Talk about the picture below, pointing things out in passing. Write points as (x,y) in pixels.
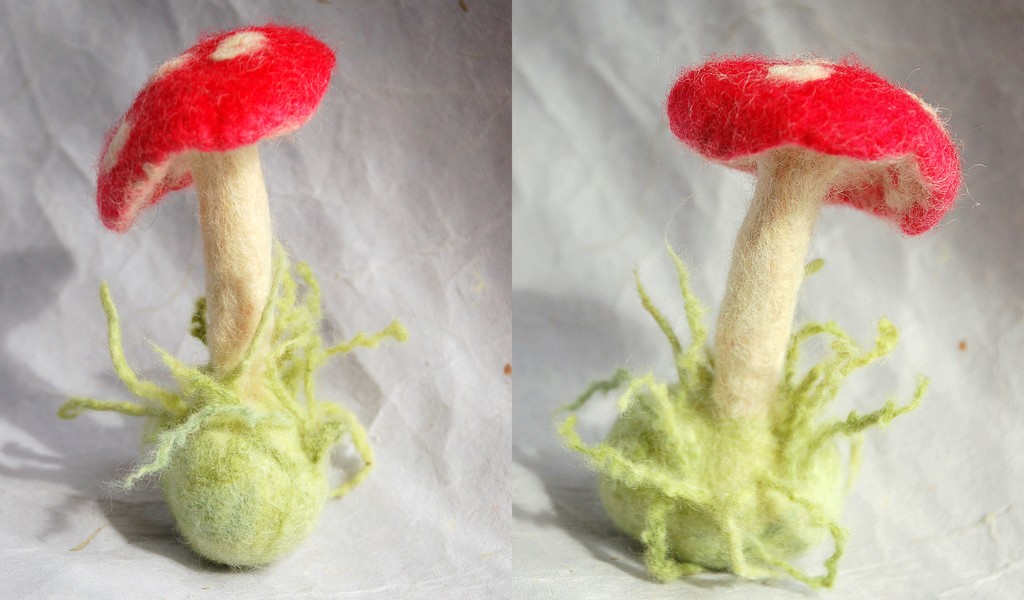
In this image I can see two photos (460,222) of red colour mushrooms (270,34).
